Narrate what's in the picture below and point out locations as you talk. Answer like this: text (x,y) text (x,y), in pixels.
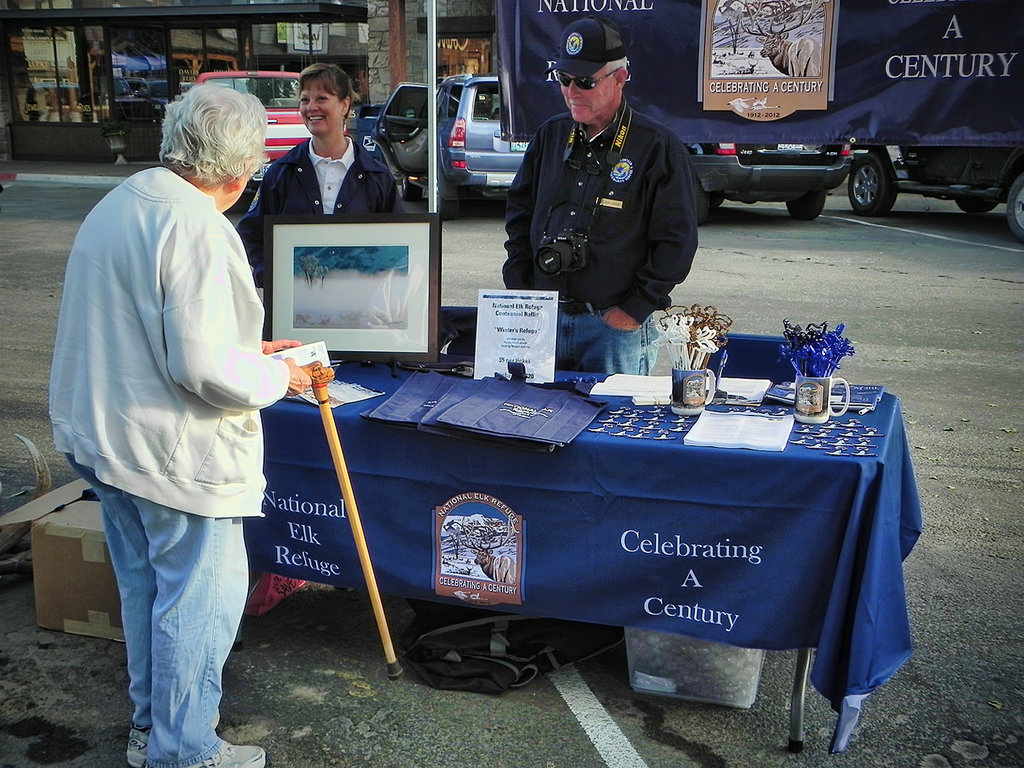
In this picture there is a table (763,454) in the center of the image (575,429), on which there are bags (514,398) and a portrait (433,343), and other items (491,364), there are people (571,328) those who are standing around the table (340,420), there are boxes (58,521) on the floor (27,593) and there are vehicles (496,78) and buildings (349,45) in the background area of the image (78,45).
